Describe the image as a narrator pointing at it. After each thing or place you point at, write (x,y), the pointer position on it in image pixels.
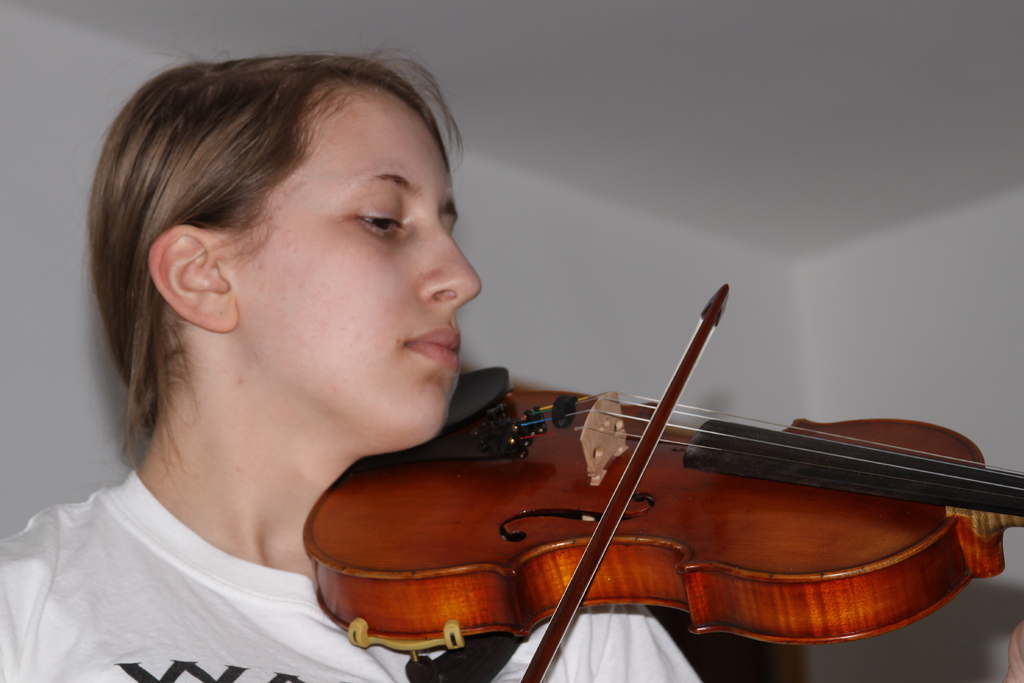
In this image we can see a person (452,384) playing a violin (498,372) and in the background (873,283), we can see the wall (949,283).
